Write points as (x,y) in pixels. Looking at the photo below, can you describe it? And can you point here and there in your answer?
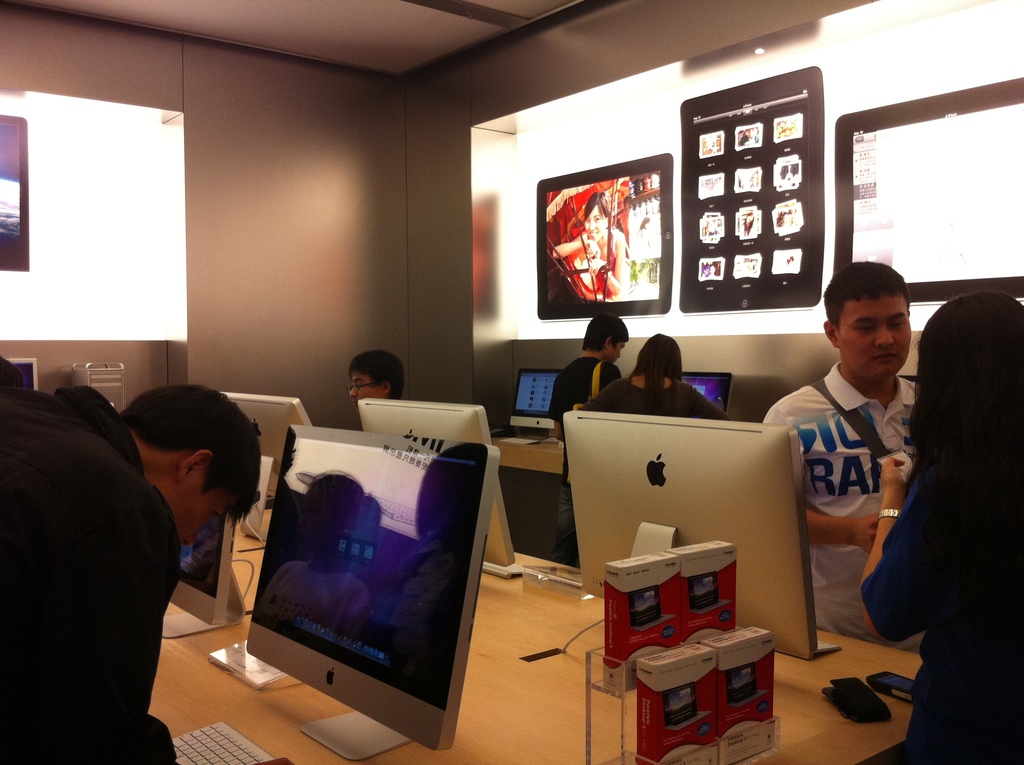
In this image there is a table (590,613) towards the bottom of the image (541,751), there are monitors (464,525) on the table (555,663), there is a keyboard (208,727) on the table (185,704), there are boxes (650,638) on the table (572,606), there are mobile phones (878,687) on the table (826,673), there is a wire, there are three men (784,420) standing, there is a man (370,379) sitting, there are two women (936,545) standing, there is a woman (917,507) holding an object (882,469), there are screens (635,266), there is a wall (360,237), there is roof (278,47) towards the top of the image (405,9), there are devices (738,231) on the screens (590,212).
